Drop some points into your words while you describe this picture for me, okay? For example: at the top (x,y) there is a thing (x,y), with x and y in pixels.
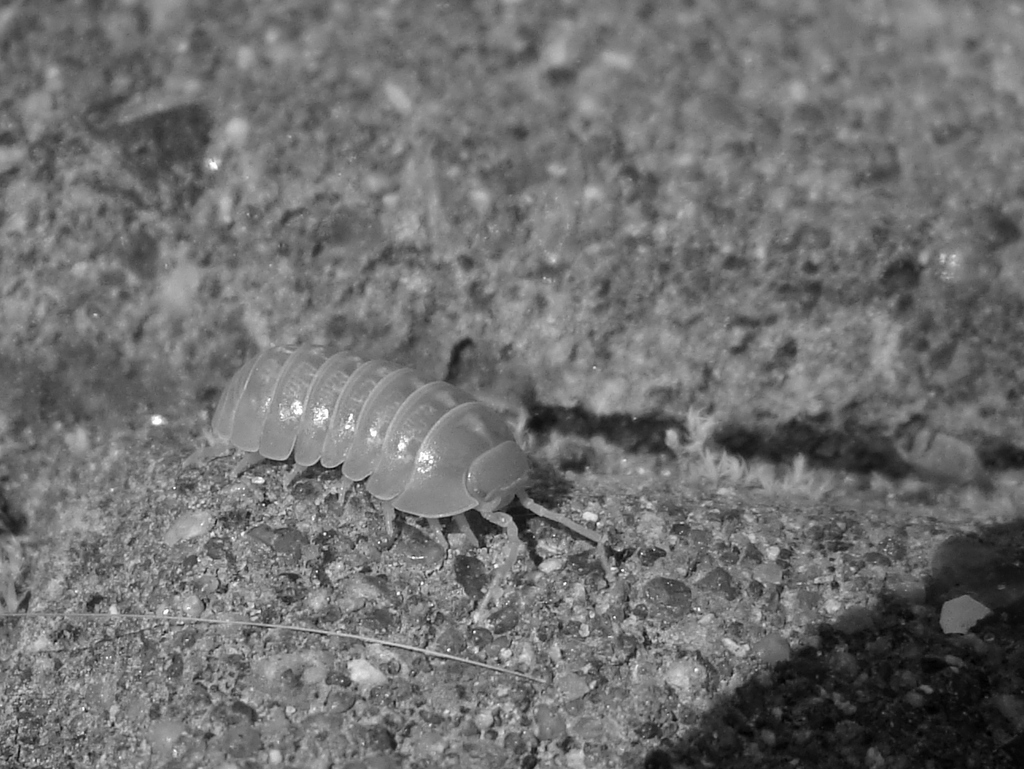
There is an insect (283,438) on the ground (1004,684), on which, there are stones (554,745). On the right side (1002,612), there is a shadow (1001,631) of an object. In the background (670,103), there are stones (471,24) on the ground (499,24).
